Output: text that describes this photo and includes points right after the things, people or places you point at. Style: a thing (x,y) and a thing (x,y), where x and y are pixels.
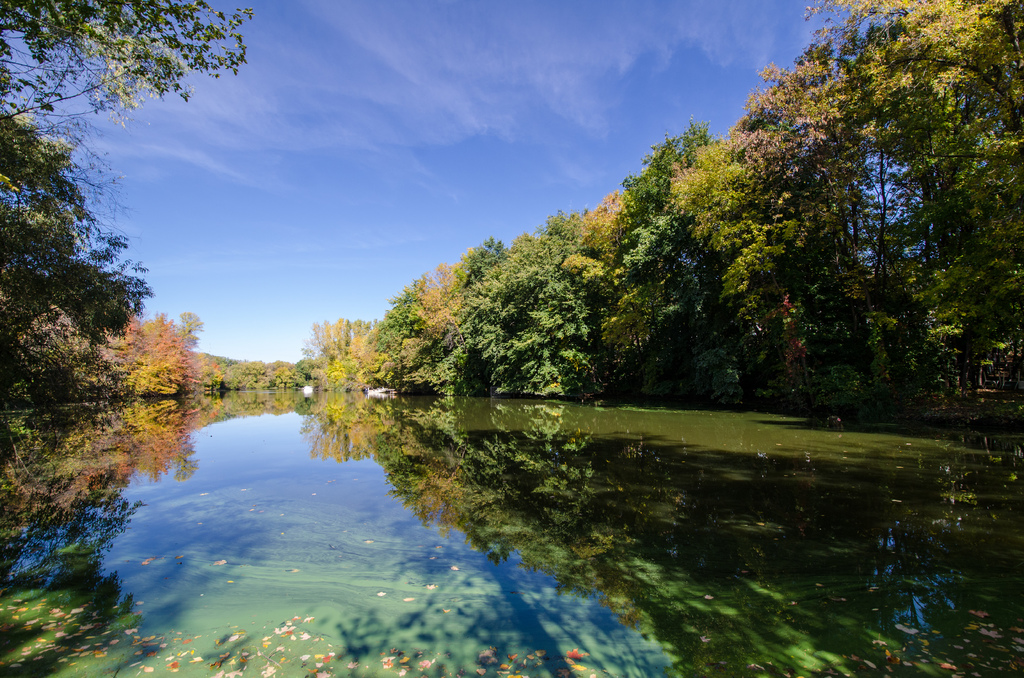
This picture is clicked outside the city. In the foreground (308,588) we can see a water body (397,409). In the background (898,151) there is a sky (216,89) and we can see the trees (38,306) and some plants (947,373).
